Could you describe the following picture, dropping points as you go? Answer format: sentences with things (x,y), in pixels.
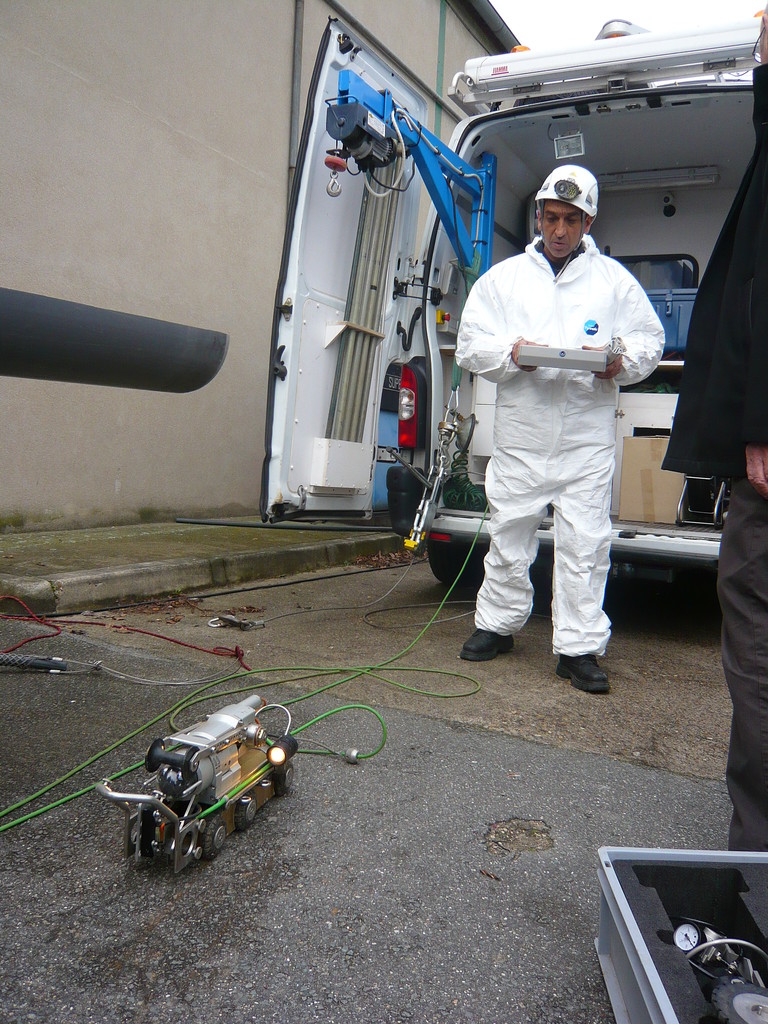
In the center of the image (503,564) we can see a person (598,322) is standing and holding a device (554,353) in his hand (612,367). In the background of the image (455,353) we can see wall (215,209), truck (341,319) and some objects (632,403) are there. On the right side of the image (745,319) a person (759,608) and container (679,967) which consists of some objects (703,956) are present. At the bottom of the image (265,742) we can see a machine (277,758) and wire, ground (371,758) are there. At the top of the image (525,12) sky (538,5) is present.
